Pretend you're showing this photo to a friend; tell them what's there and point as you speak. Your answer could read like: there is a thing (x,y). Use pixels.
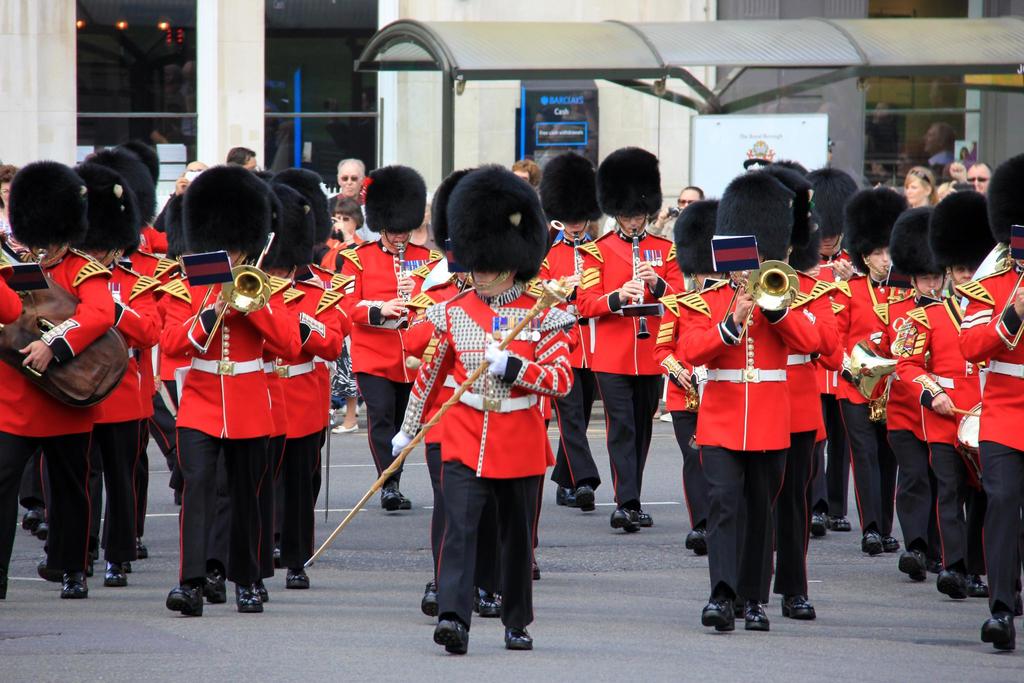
This is an outside view. Here I can see few people (423,358) are wearing same dresses (411,405) which are in red and black color and caps (492,222) on their heads (467,234) and walking on the road (629,640) by playing some musical instruments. In the background (694,58) there is a shed (575,49). Few people (909,176) are standing and watching at these people (426,306). On the left top of the image (130,35) I can see a building (245,41).
